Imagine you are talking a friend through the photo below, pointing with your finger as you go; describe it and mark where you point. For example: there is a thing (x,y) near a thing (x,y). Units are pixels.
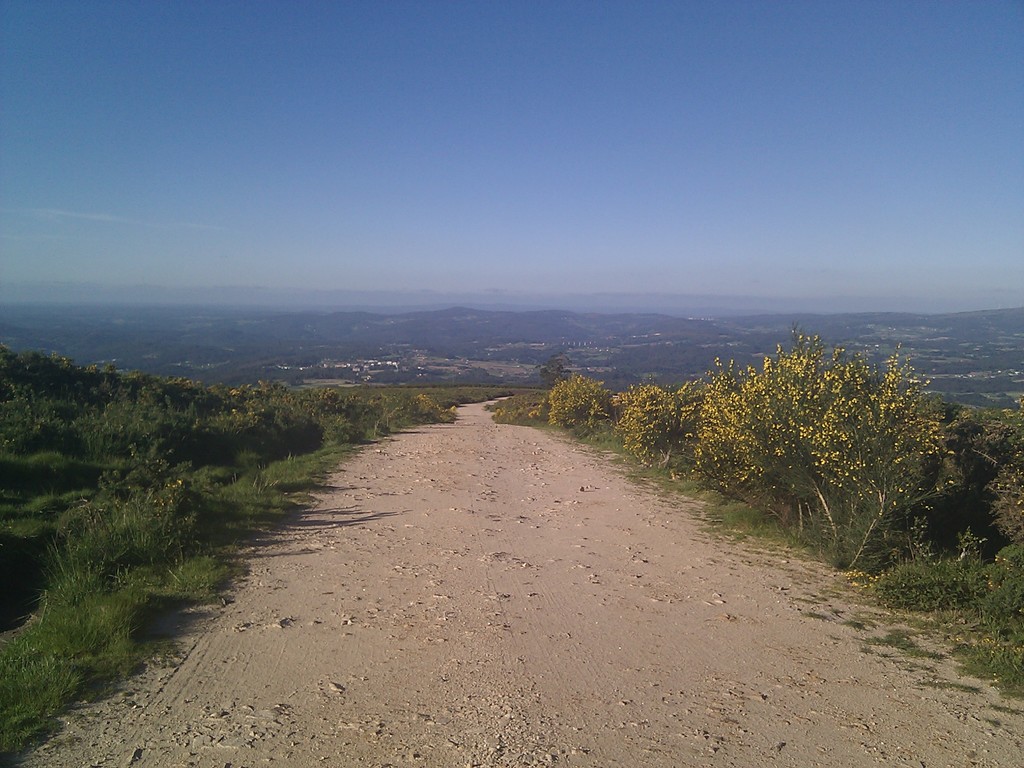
In this image we can see ground (498,625), grass (107,672), plants (894,531), trees (804,467), and flowers (661,400). In the background (531,215) there is sky (876,289).
